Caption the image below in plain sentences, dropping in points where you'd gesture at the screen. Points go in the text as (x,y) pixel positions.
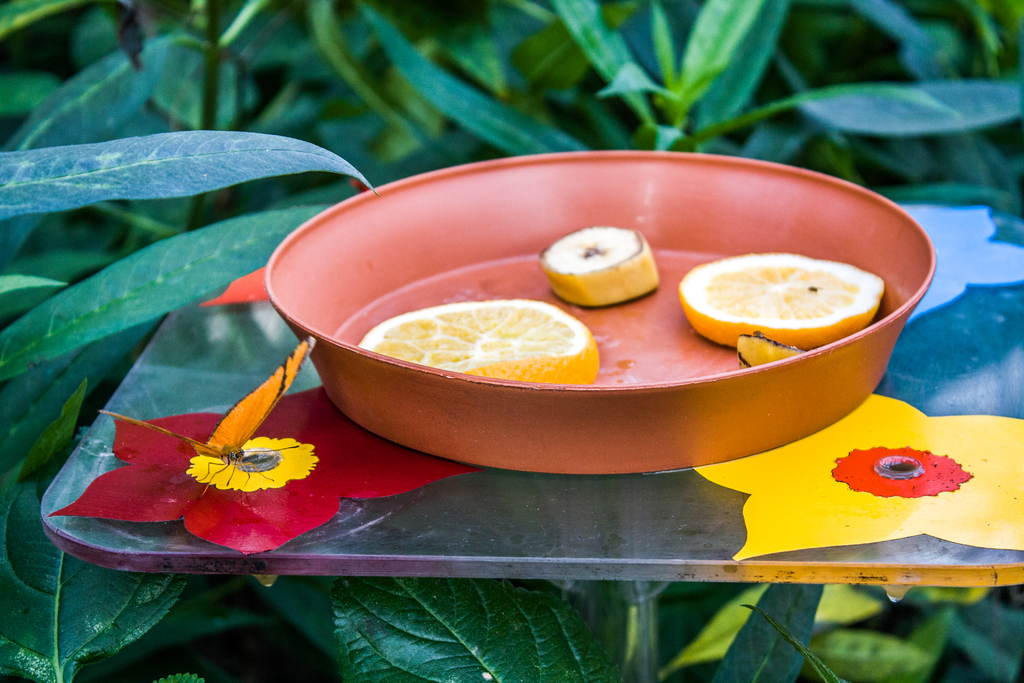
In this image there is a glass plate (613,554), on which there is a bowl (665,468). In the bowl (638,305) there are two pieces of banana (604,298) and two slices of orange (487,334). In the background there are plants (383,139). On the glass (544,526) there is a painting of flowers (299,490).
